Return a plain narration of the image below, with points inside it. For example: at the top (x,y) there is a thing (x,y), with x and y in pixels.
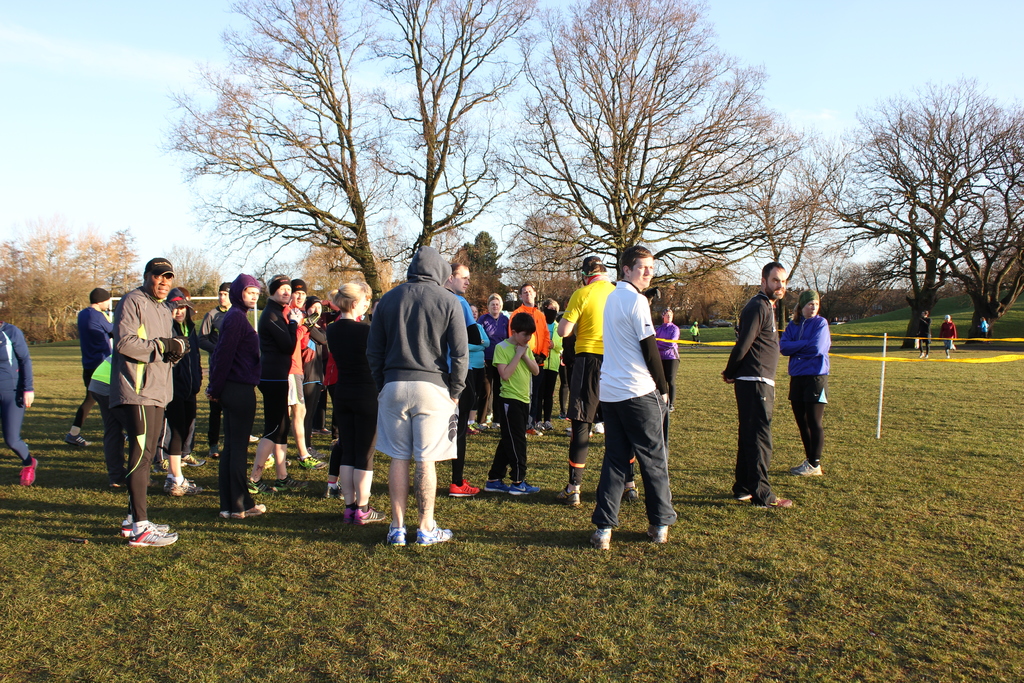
In the image there are many people (344,376) in sweatshirt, hoodies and pants (17,426) standing on the grassland (535,582) and behind there are trees (757,197) and above its sky (129,41) with clouds (134,59).
